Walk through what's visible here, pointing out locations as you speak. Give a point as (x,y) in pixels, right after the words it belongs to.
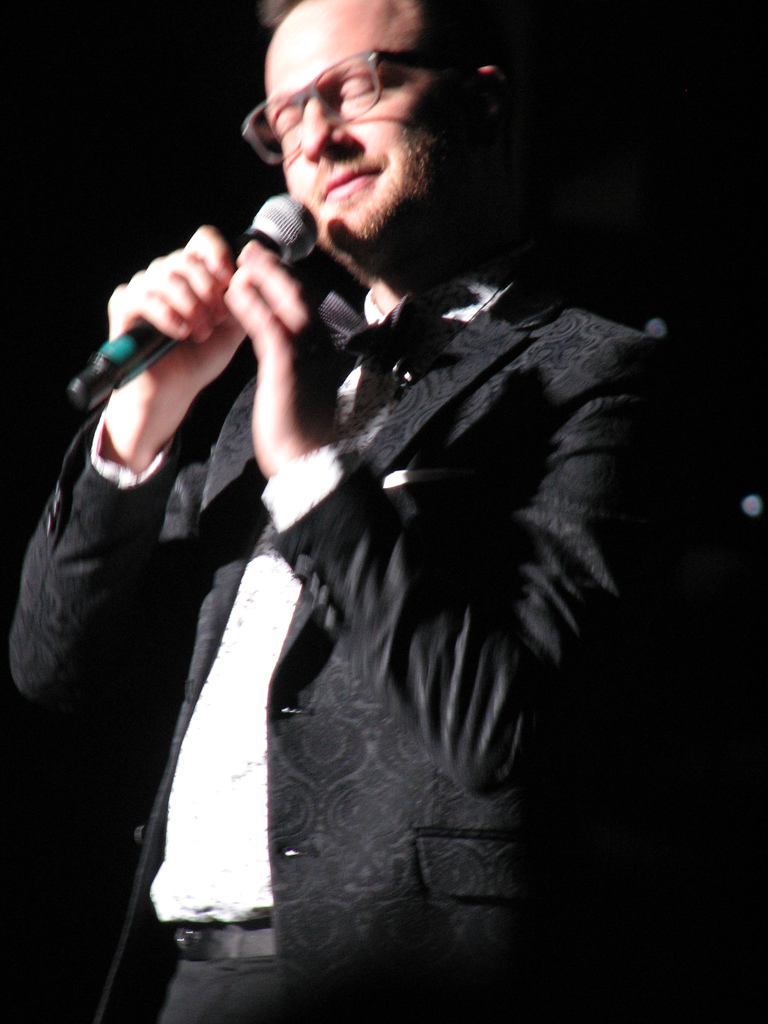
In this picture we can see black color coat (442,399), spectacle (360,118) holding mic (269,215) in his hand (274,274) and he wore belt (239,941).
